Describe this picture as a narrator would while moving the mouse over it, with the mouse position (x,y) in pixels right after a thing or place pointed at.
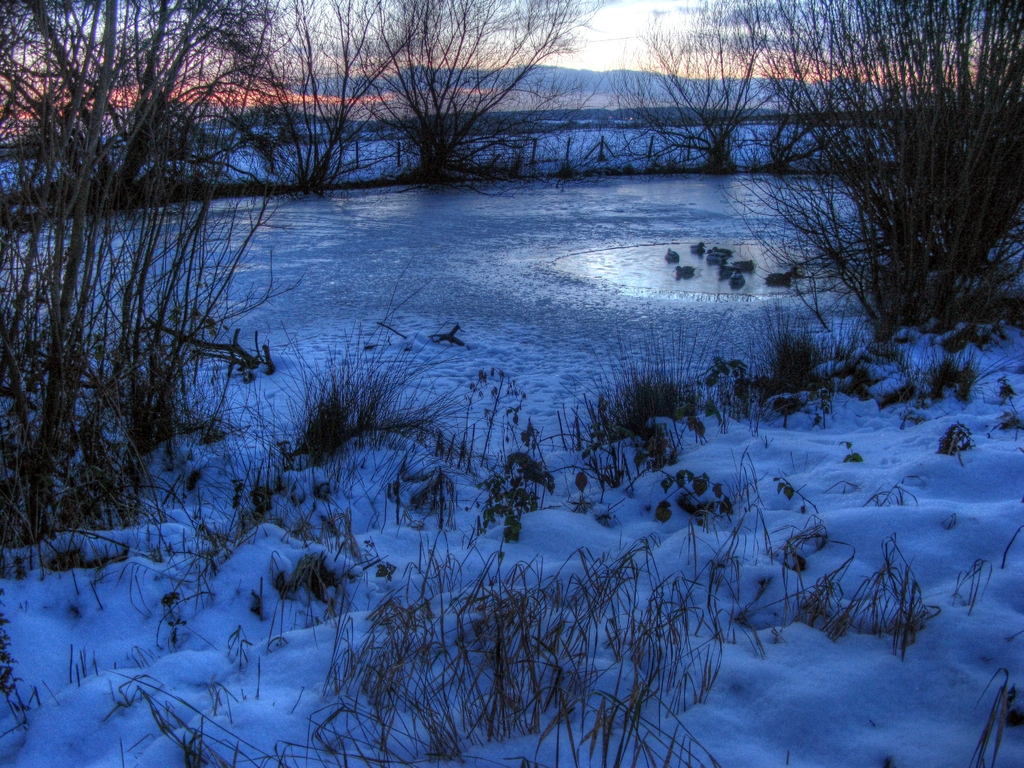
In this image there is snow (727,482) at the bottom (787,512). In the snow (623,494) there is grass (355,555). In the background (506,73) there are trees (461,118) in the snow (639,132). At the top (702,63) there is the sky (696,51). In the middle (419,259) there is water (505,193).
